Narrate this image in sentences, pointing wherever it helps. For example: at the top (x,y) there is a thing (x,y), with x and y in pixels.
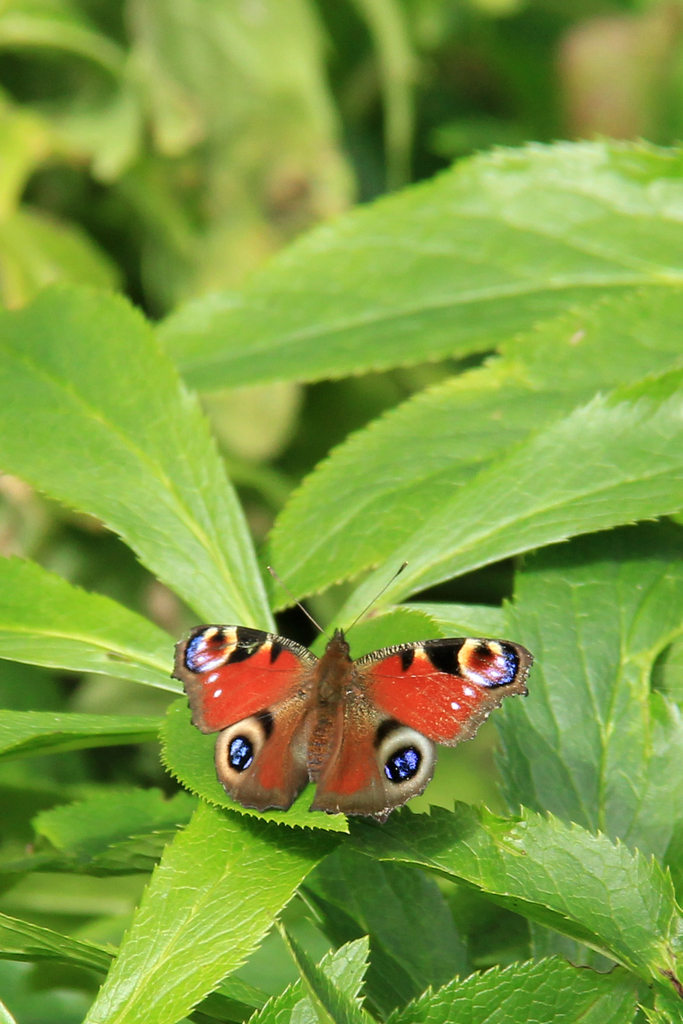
In this image there is a butterfly (394,802) sitting on a leaf (441,815). In the background (441,417) there are leaves (161,386).
